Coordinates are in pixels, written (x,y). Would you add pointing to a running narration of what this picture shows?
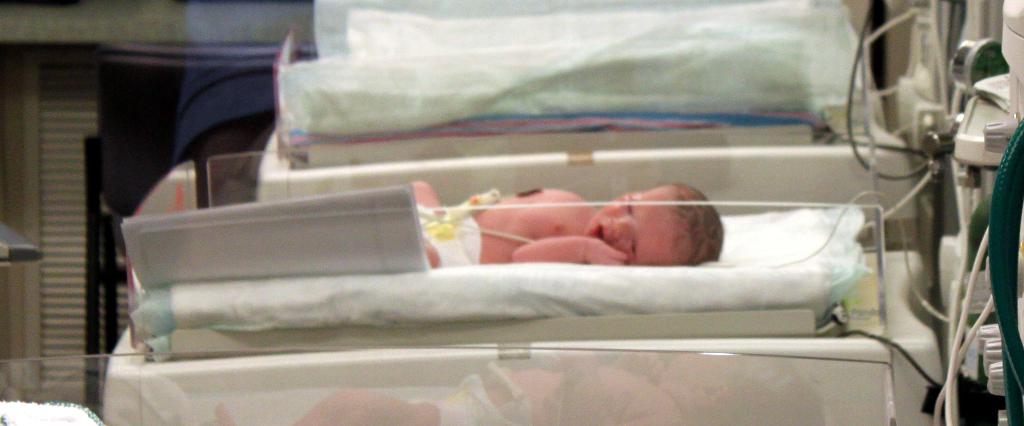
In this image I can see a baby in an incubator (427,195). There are cables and some other objects (933,213).
